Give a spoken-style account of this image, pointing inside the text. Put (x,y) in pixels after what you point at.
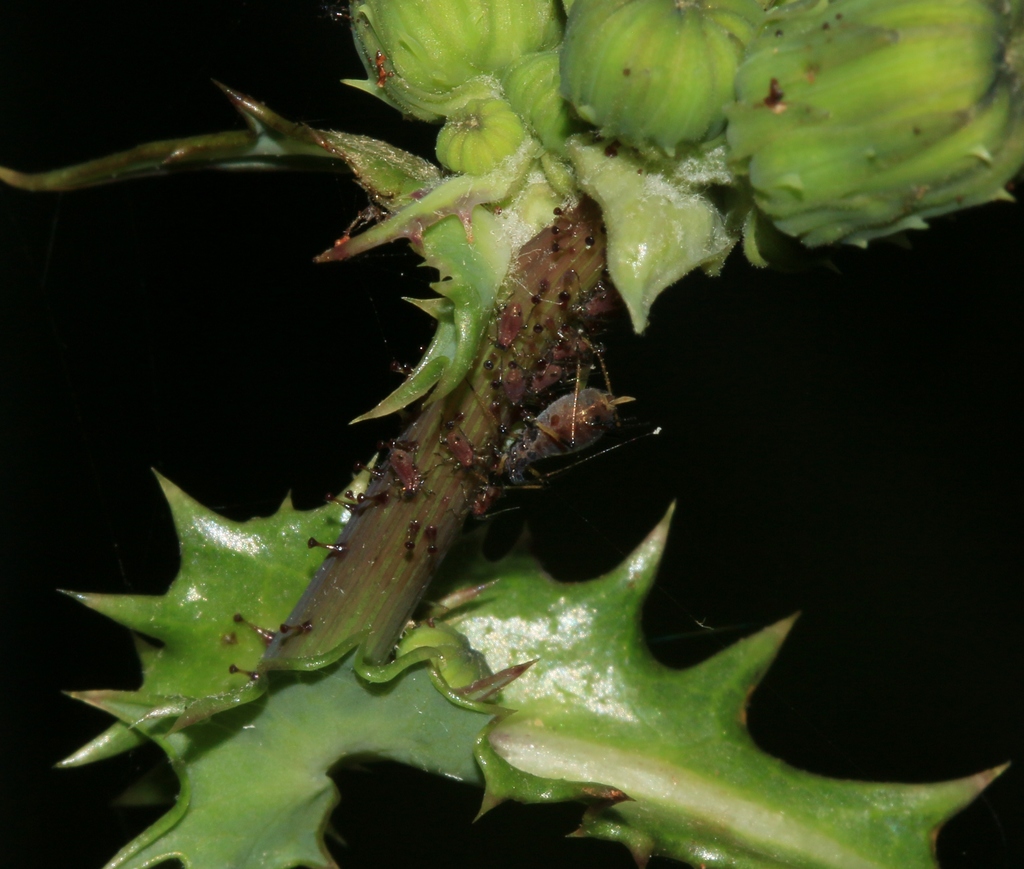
In this image we can see there is a plant (602,265) in the middle (641,295) to which there are buds (592,98). At the bottom (484,659) there is a leaf (539,691) to which there are thorns (504,676).
